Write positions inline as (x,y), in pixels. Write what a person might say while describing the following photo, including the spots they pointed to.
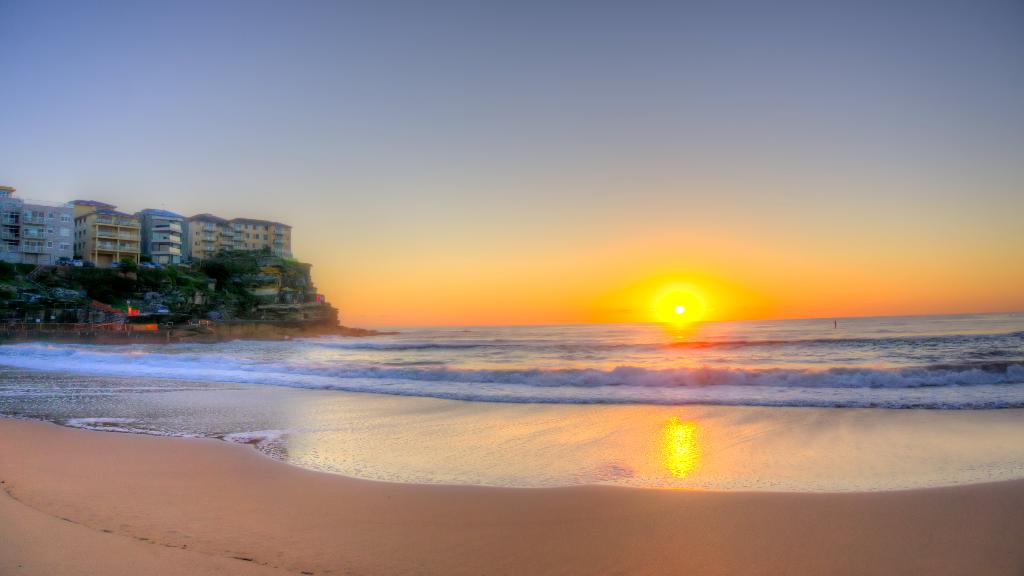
In the center of the image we can see the sun (676,318) and there is a sea (645,404). At the bottom (293,497) we can see a seashore (509,511). On the left (67,234) there are buildings (43,222), trees (189,289) and sky (511,179).
